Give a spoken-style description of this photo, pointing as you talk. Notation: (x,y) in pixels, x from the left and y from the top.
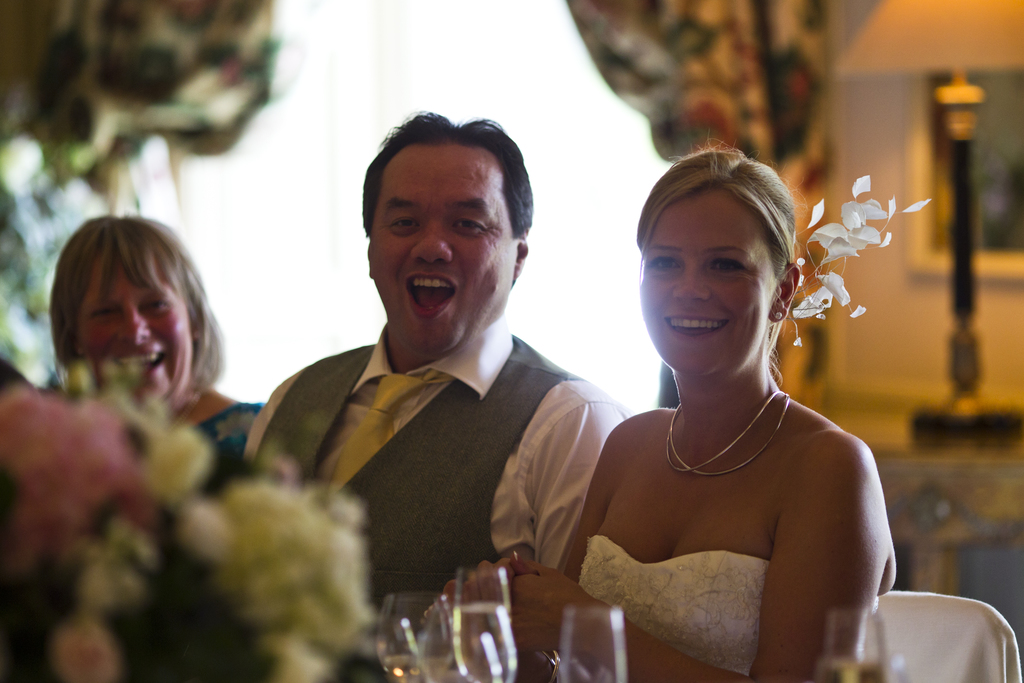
This 3 persons (492,235) are highlighted in this picture. These 3 persons (498,295) are smiling. This woman (713,411) wore white dress (713,595). This man (445,462) wore suit (445,448), tie (379,402) and shirt (541,448). Far there is a black pole (963,328). White chair (969,609). Flowers (257,594) on table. Glass (498,633).
